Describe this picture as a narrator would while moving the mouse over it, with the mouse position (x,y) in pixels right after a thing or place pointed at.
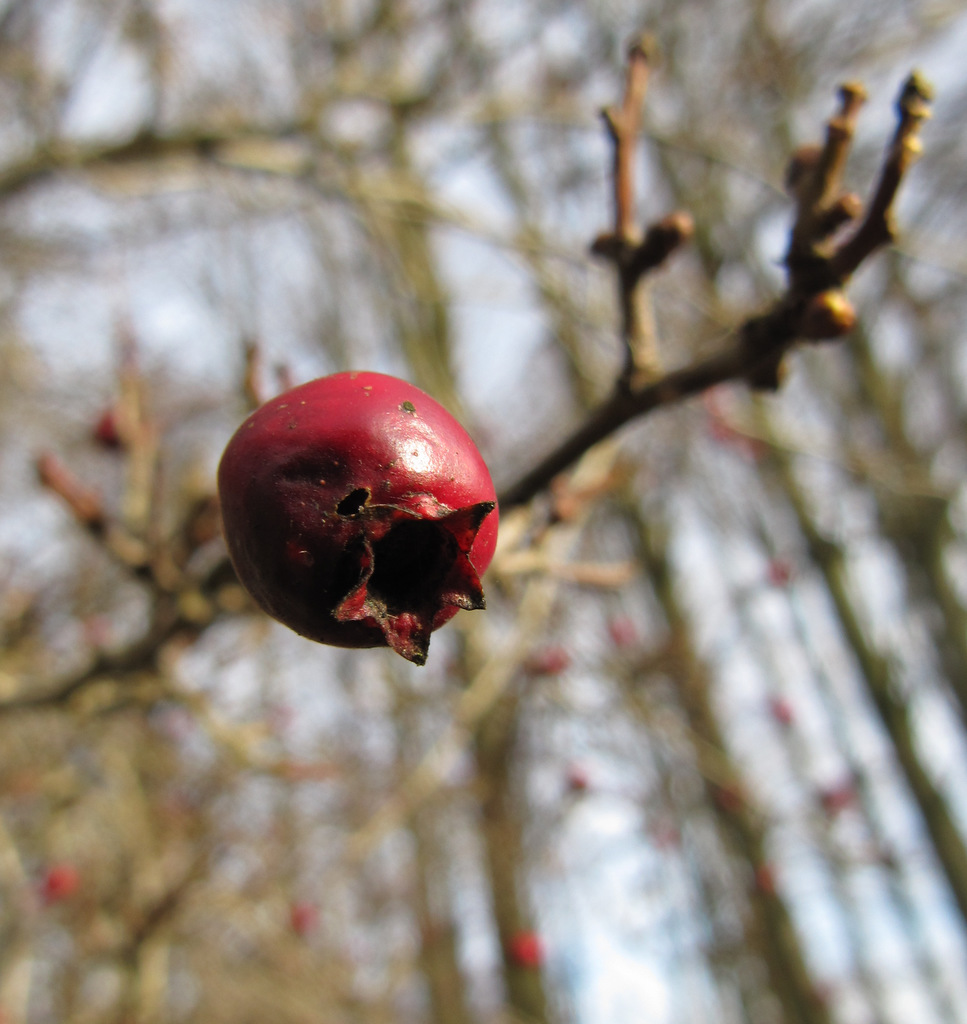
In the image we can see there is a red berry (470,513) on the tree (676,395) and background of the image (949,169) is blurred.
